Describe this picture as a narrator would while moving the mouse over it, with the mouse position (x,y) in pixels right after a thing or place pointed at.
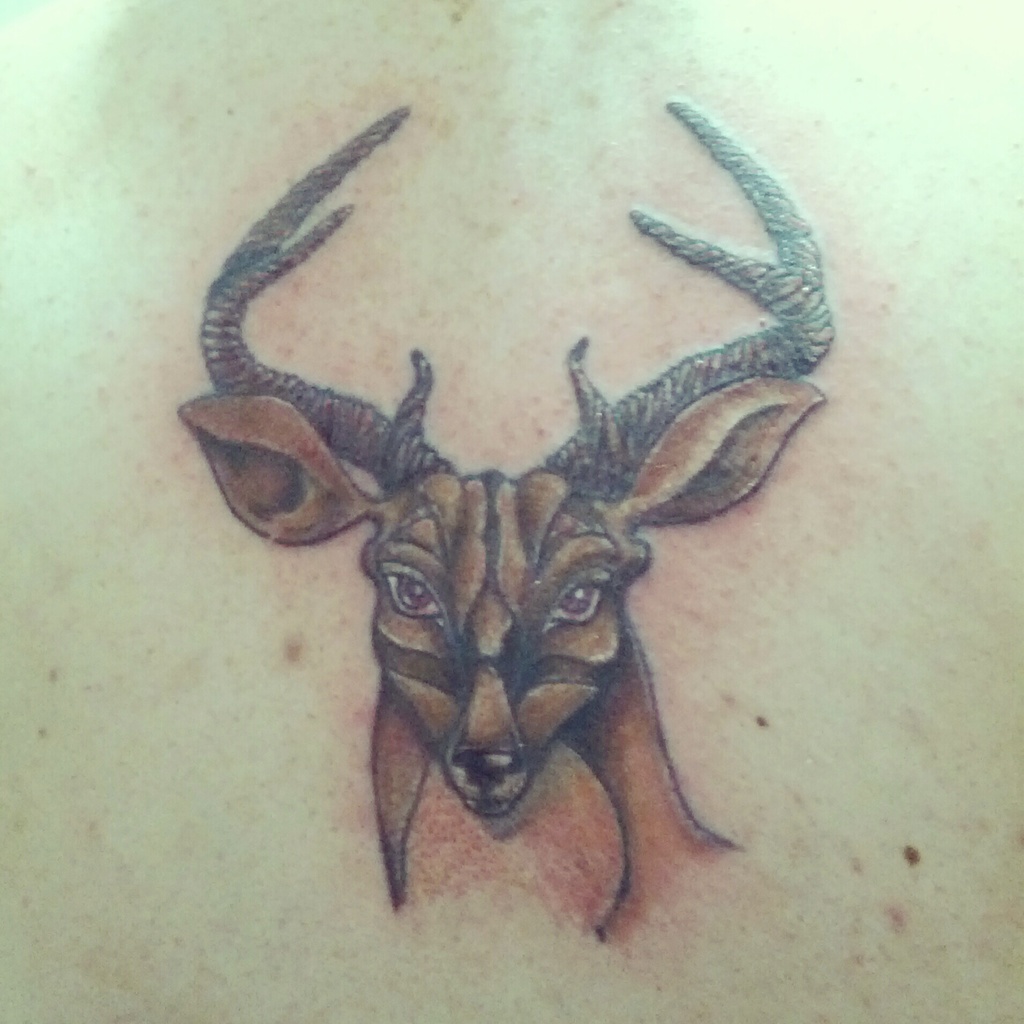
In this picture we can see and drawing photo of the brown deer (522,741) in the image.
